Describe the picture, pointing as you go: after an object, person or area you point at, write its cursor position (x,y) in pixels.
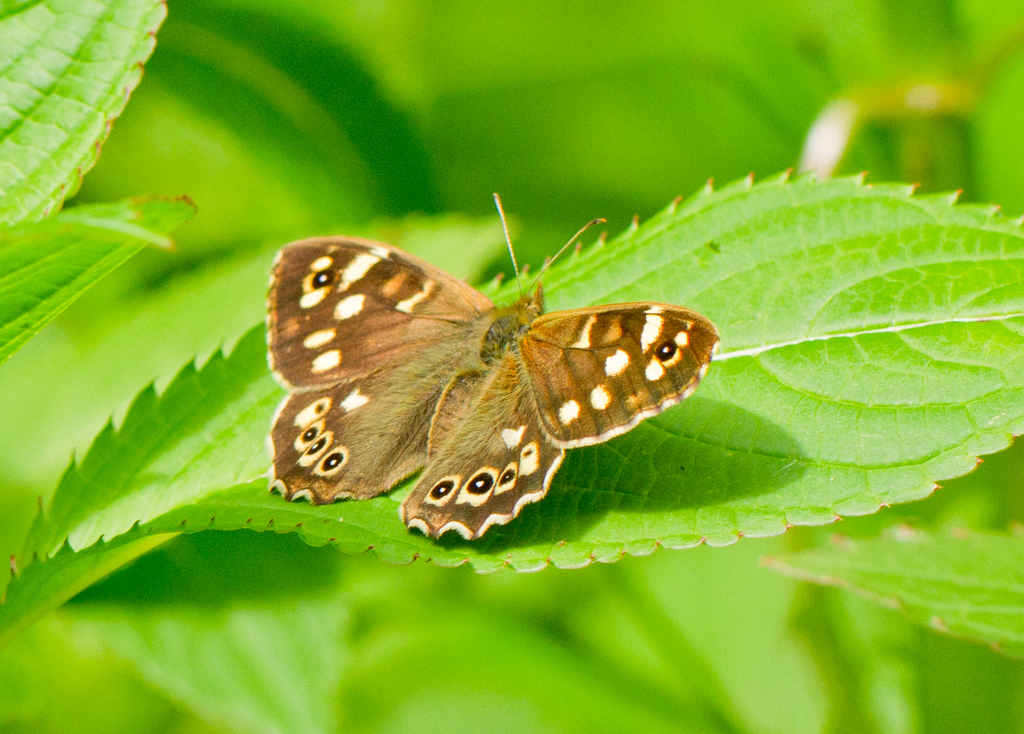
In this picture we can see a brown butterfly (295,287) on a green leaf (483,546). Background (1004,51) is blurry.
